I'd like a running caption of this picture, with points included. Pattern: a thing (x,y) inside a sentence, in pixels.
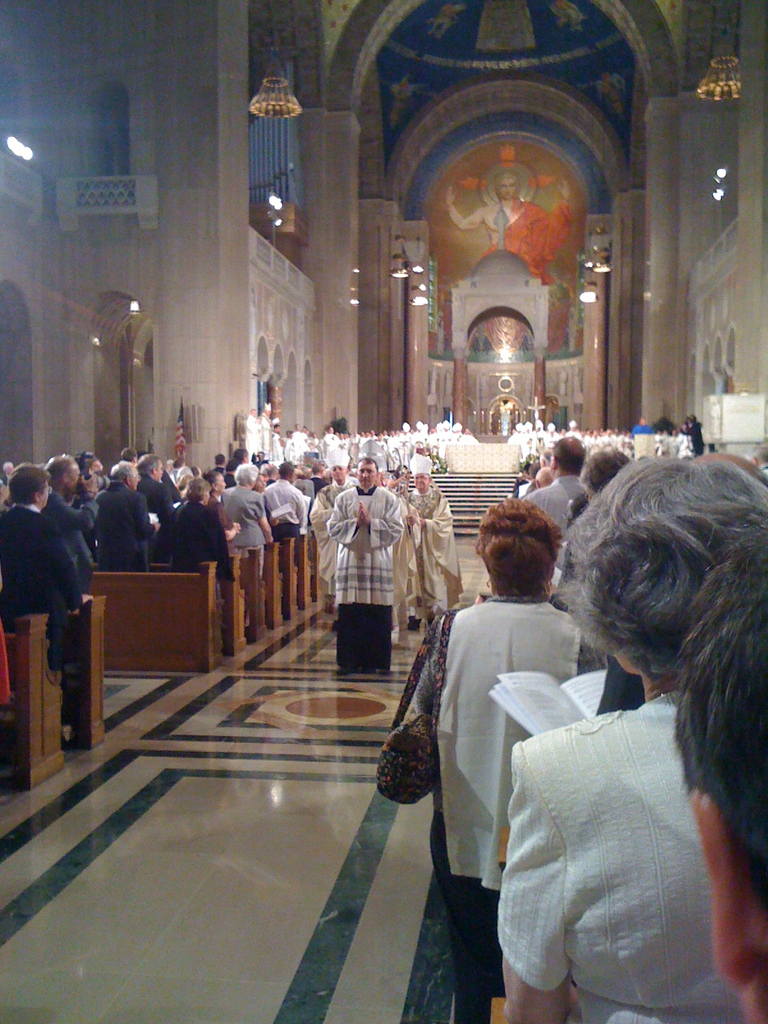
In this image I see the inside of a building (171,78) and I see number of people (392,500) who are standing and I see the floor (103,770). In the background (676,412) I see the wall (608,274) and I see an art (539,158) over here and I see the lights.
